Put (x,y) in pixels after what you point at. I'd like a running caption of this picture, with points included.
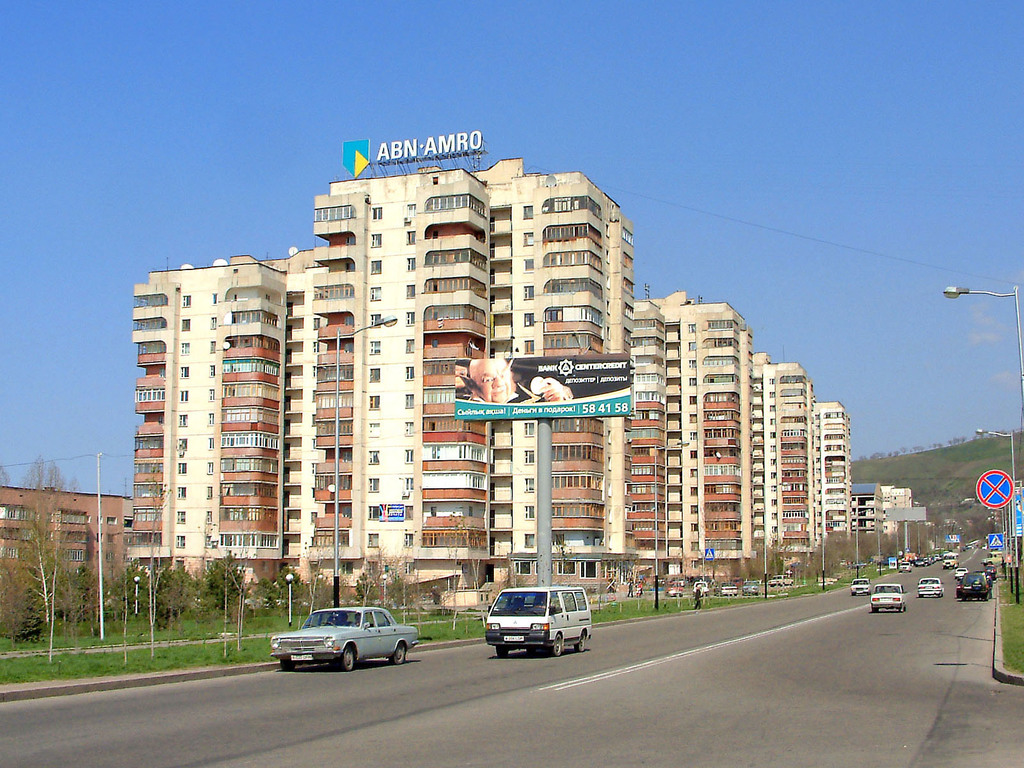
In this picture there are buildings (468,474) and trees (116,599) and there are street lights (655,603) and there is a hoarding (505,398) on the pole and there is text (602,406) and there is a picture (554,388) of a person (487,398) on the hoarding (544,402). At the back (1016,468) it looks like a mountain (875,458) and there are vehicles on the road (892,651). At the top (629,145) there is sky (656,118). At the bottom (733,618) there is a road (987,656).
